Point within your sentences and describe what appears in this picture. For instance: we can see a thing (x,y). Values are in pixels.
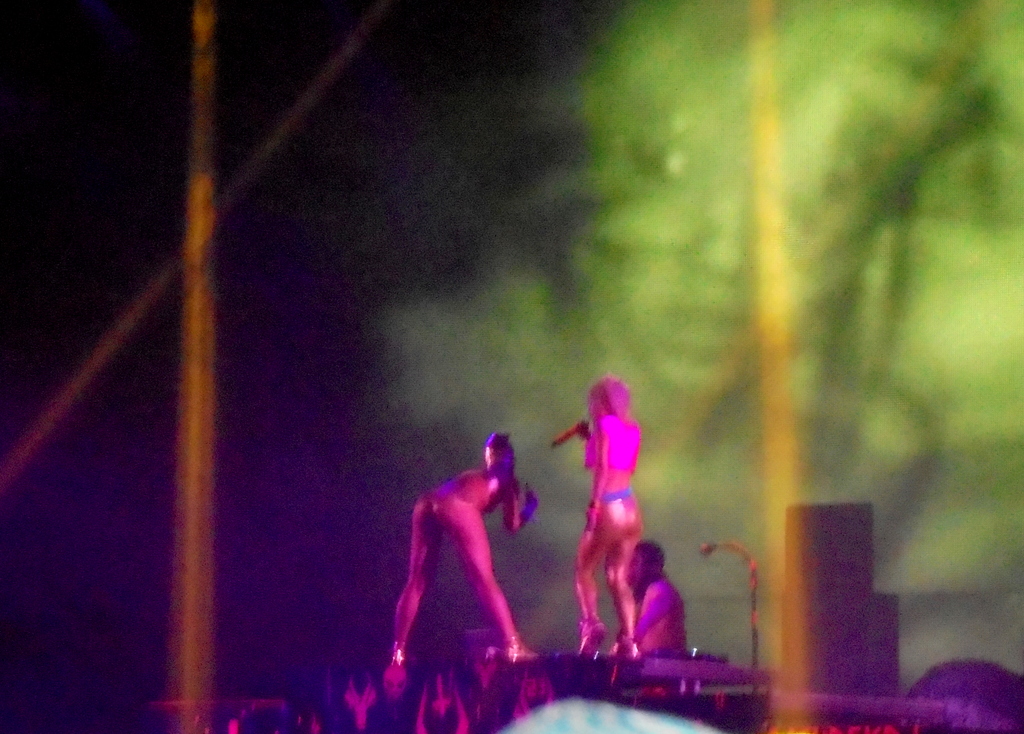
In the middle of the picture (593,475), we see two women (607,514) are standing. They are holding the microphones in their hands (581,438) and they might be singing the song on the microphone (563,434). Beside them, we see a man (651,604) is playing the musical instrument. Behind them, we see a microphone (703,545) and a stand (758,627). On the left side (187,663), we see the rods (208,205) or pole (199,193). In the background (277,426), it is in black, blue and green color. This picture might be clicked in the musical concert.
